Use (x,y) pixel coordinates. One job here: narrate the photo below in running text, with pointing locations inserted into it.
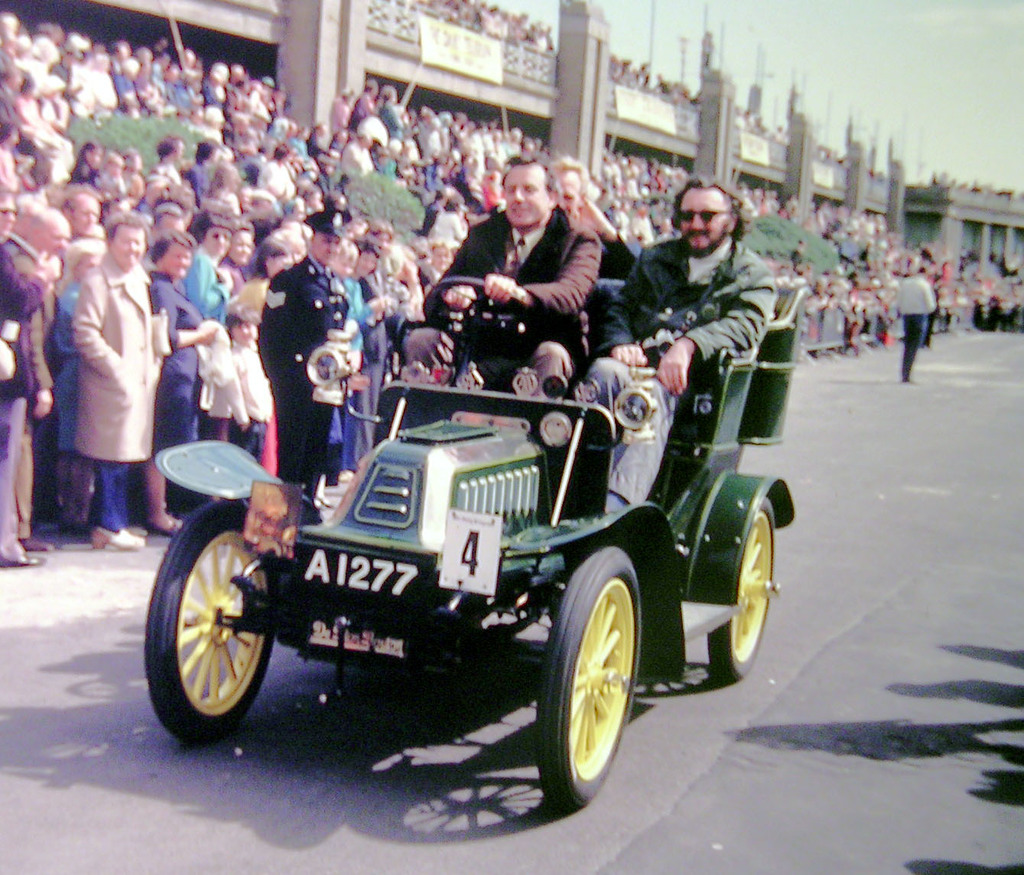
On the road (812,641) there is a green color vehicle (477,451). A man (545,242) with black jacket (556,272) is driving the vehicle (478,286). Beside him there is a man (664,285) with green jacket (664,285) and kept goggles (698,223). Behind there is a man (610,224). In the background (491,169) there are many people (200,202) standing and watching.
